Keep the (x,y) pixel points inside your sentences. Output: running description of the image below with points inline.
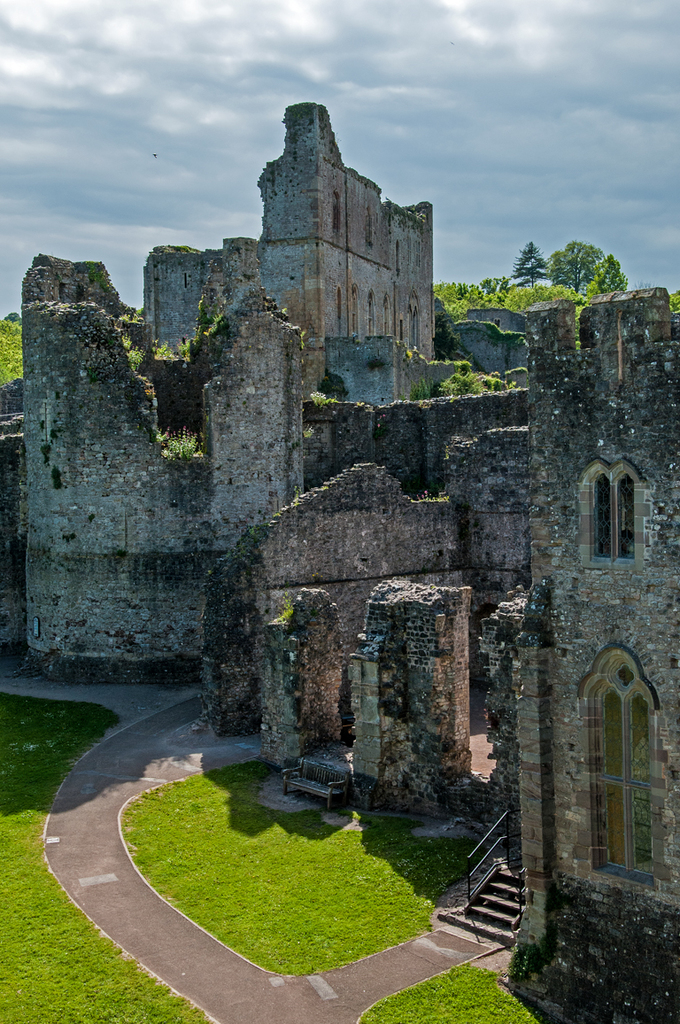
In this image we can see a monument (501,595). We can also see a bench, staircase (500,910), a pathway (467,947) and some grass (279,899). On the backside (410,354) we can see a group of trees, plants (469,390) and the sky (162,44) which looks cloudy.
